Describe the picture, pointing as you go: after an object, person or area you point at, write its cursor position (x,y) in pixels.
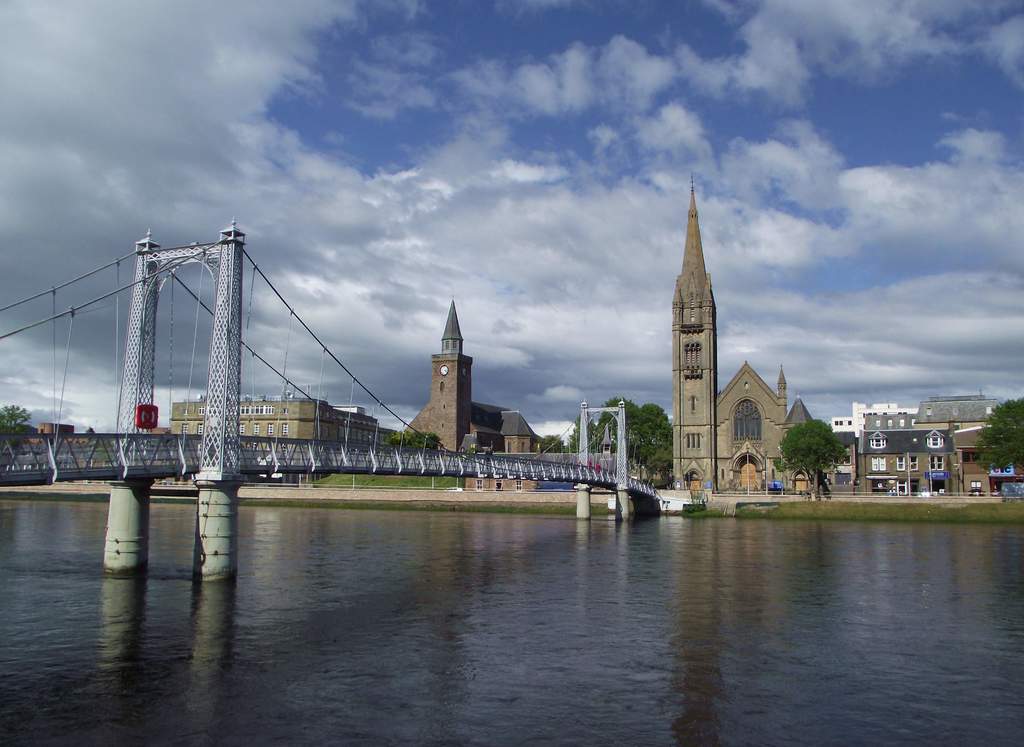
In this image I can see a bridge (416,464) on the left (324,449). There is water (767,621) and there are trees (813,439) and buildings (769,441) at the back (460,436). There are clouds (583,188) in the sky (802,194).
